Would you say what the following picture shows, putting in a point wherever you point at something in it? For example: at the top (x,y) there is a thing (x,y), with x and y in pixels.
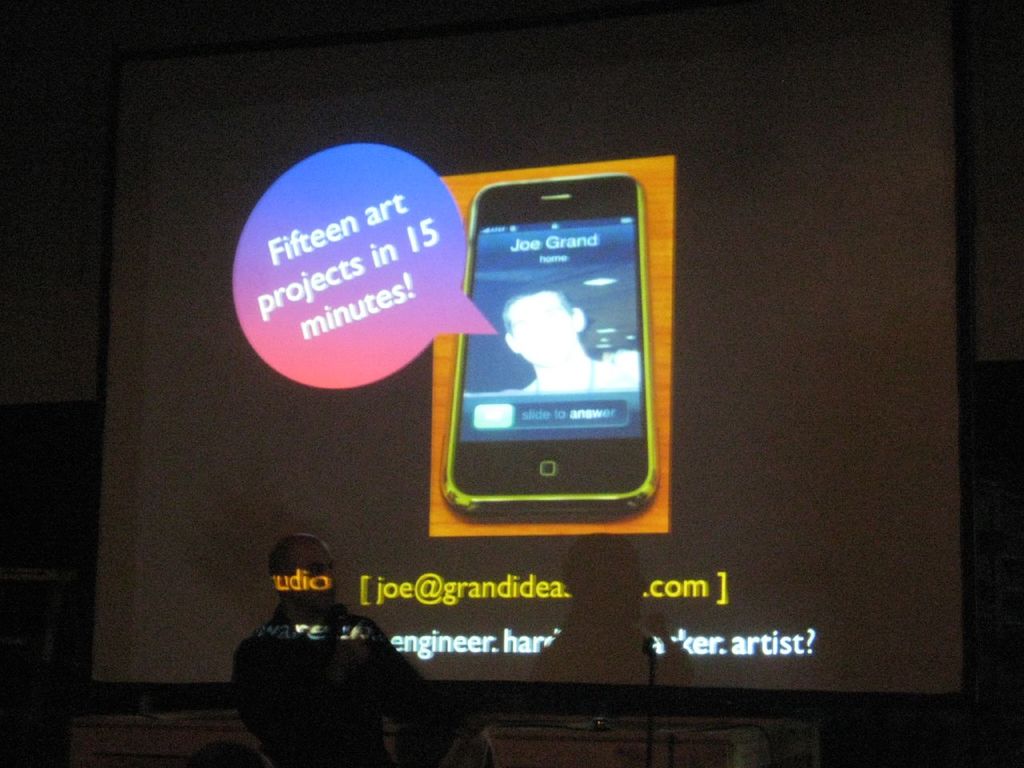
In this picture I can see a person (360,724) and also I can see a screen (653,377) on which we can see a mobile (572,473) with some text (437,577).
